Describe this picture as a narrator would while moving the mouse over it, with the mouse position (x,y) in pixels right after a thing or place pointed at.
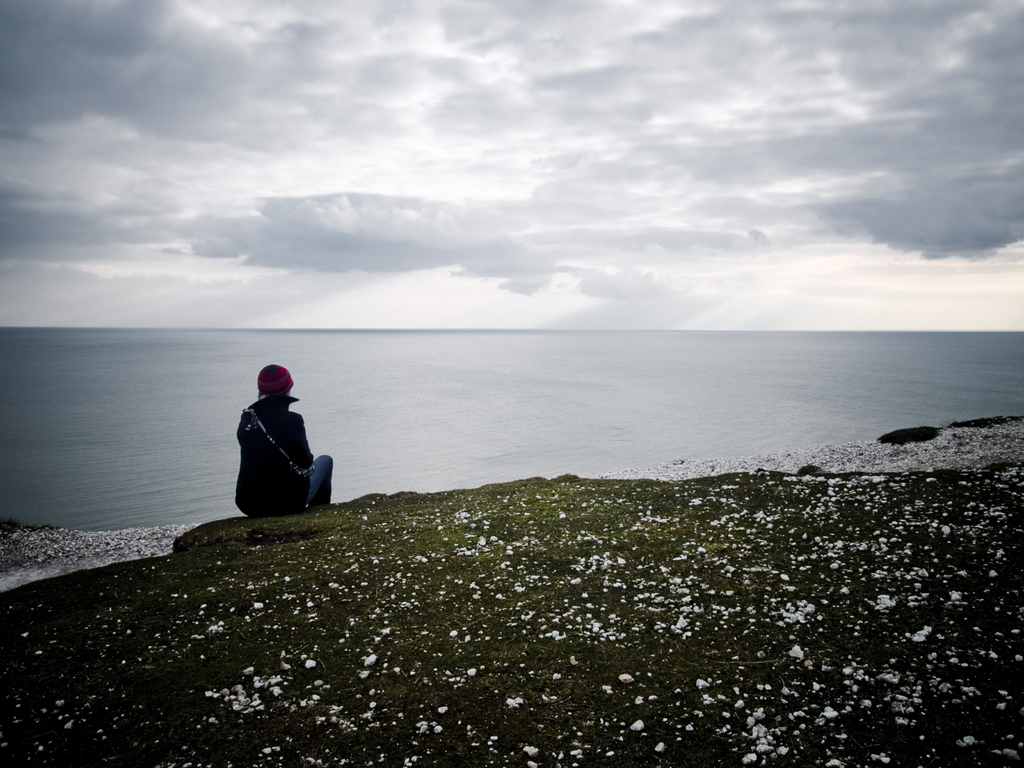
In this image a person (290,457) is sitting on the ground (388,515). In the background (565,374) there is water body (615,367). The sky (541,195) is cloudy. On the ground (506,569) there are stones (588,616).
